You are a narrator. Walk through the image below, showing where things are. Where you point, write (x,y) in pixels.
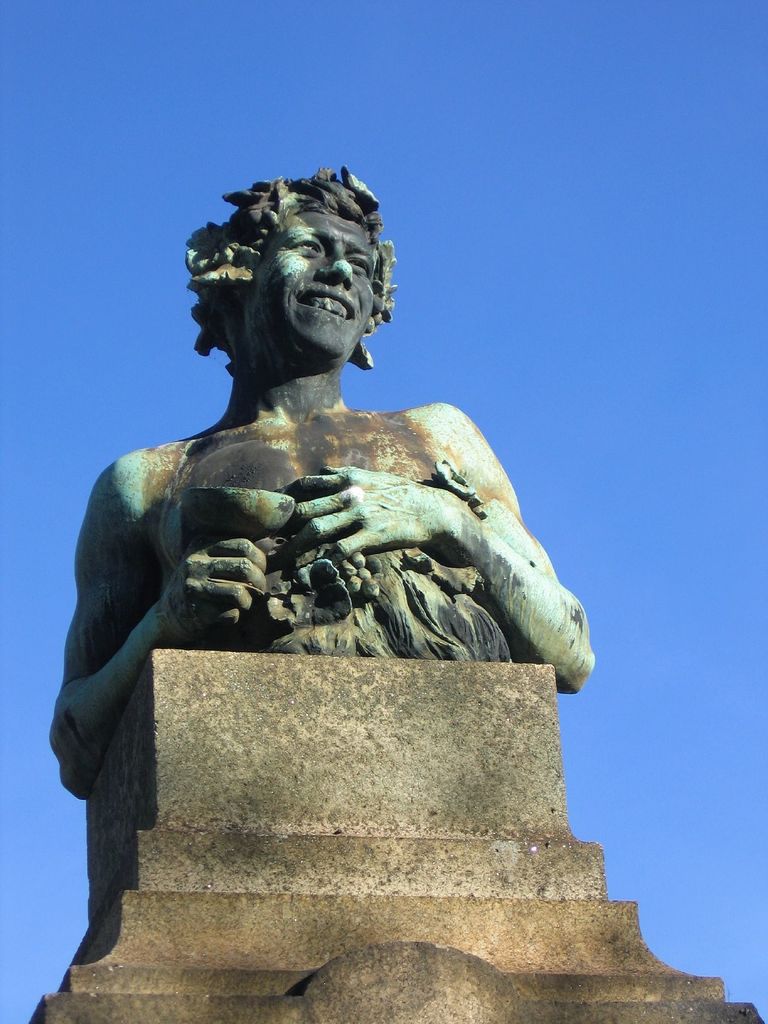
In this picture we can see a statue (349,480) on a platform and we can see sky (656,305) in the background (510,475).
